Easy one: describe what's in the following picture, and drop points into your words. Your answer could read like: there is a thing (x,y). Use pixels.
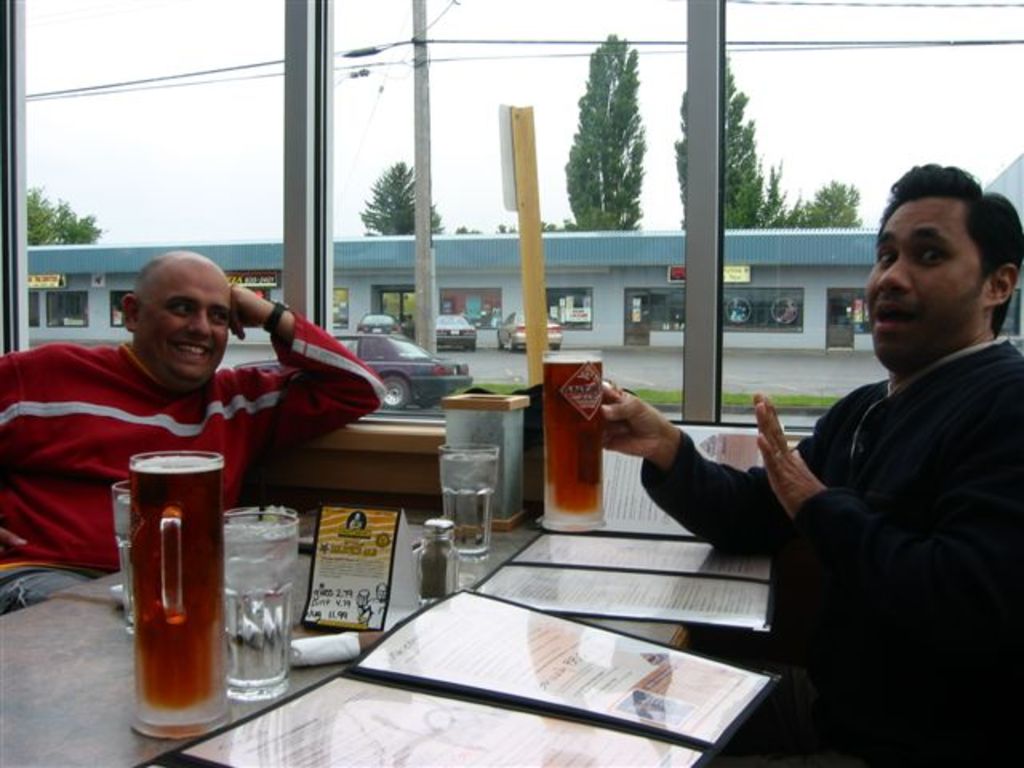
In this picture we can see two men (296,359) sitting and one is smiling and other is holding glass (569,426) in his hand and in front of them there is table (483,574) and on table (470,570) we can see files (462,607), cards (371,579), glasses (287,542), bottle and from glass (121,127) we can see building (572,269), cars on road (493,346), trees (578,156), sky (496,107), pole (416,89), wires (414,39).
